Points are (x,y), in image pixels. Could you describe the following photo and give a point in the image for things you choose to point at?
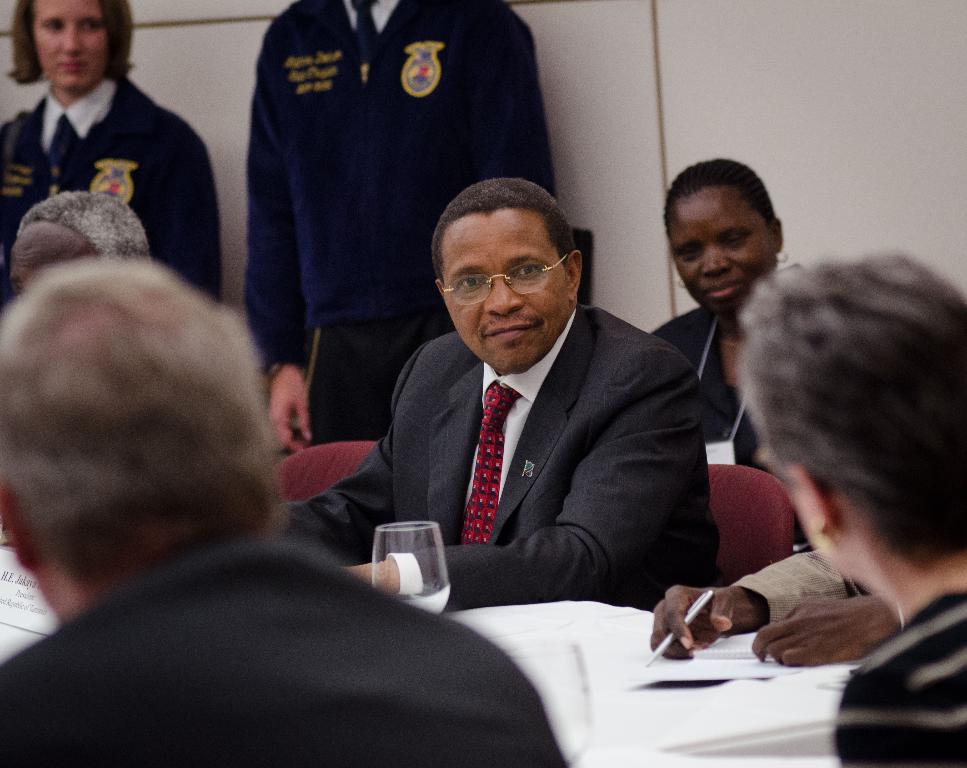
In this image I can see number of persons (557,425) are sitting on chairs (736,481) which are maroon in color. I can see few books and papers (647,678) in front of them. In the background (314,175) I can see two persons (266,152) standing and the cream colored wall (706,93).
